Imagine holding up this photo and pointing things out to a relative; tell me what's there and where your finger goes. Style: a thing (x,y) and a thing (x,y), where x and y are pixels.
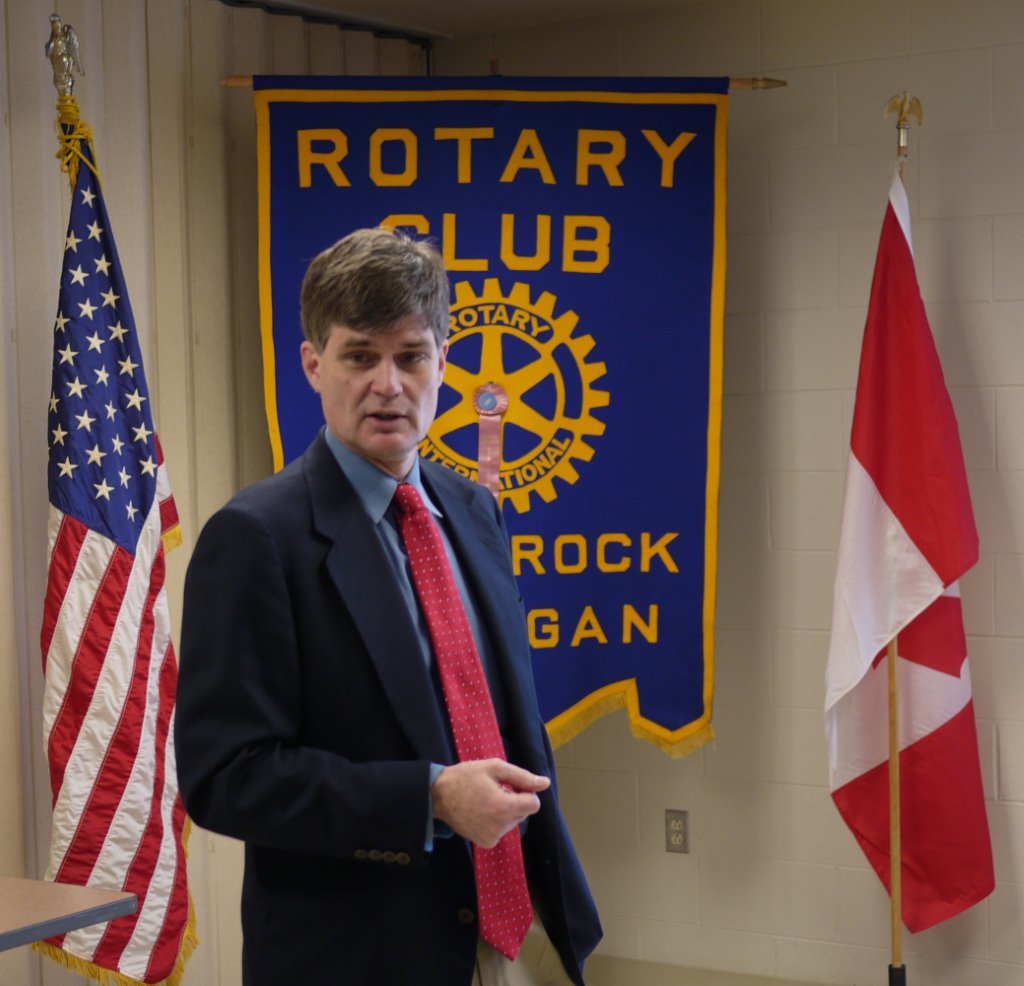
In this image, we can see person (470,669) wearing cloth (359,666) in front of the wall (737,703). There is a banner (621,305) in the middle of the image (581,437). There is a flag (69,559) on the left (78,627) and on the right side of the image (925,485).
